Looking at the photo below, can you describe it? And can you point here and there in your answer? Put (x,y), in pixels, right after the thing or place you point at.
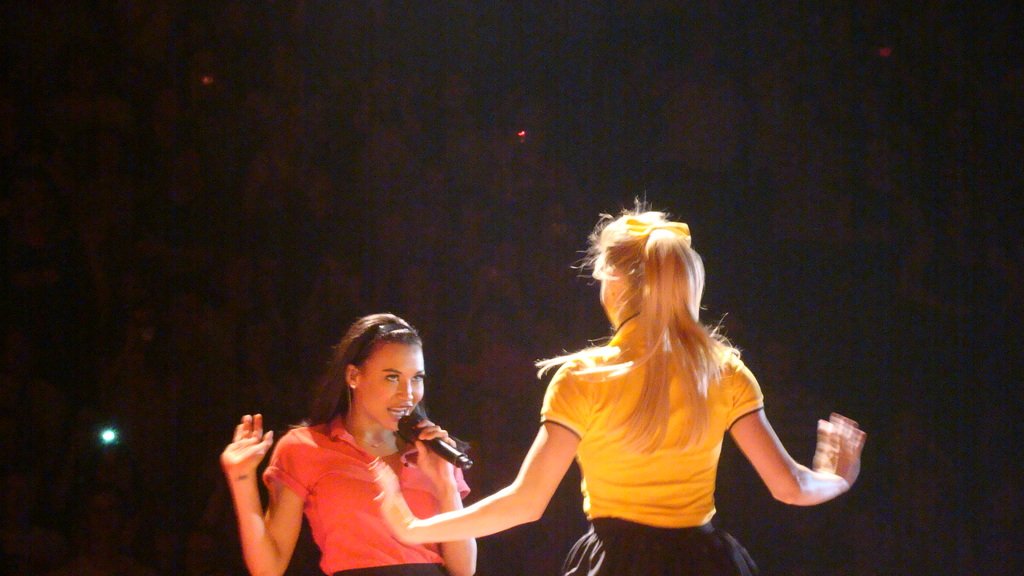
In this image we can see two ladies (351,516), one of them is holding a mic (404,416) and singing, there are lights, and the background (191,362) is dark.
